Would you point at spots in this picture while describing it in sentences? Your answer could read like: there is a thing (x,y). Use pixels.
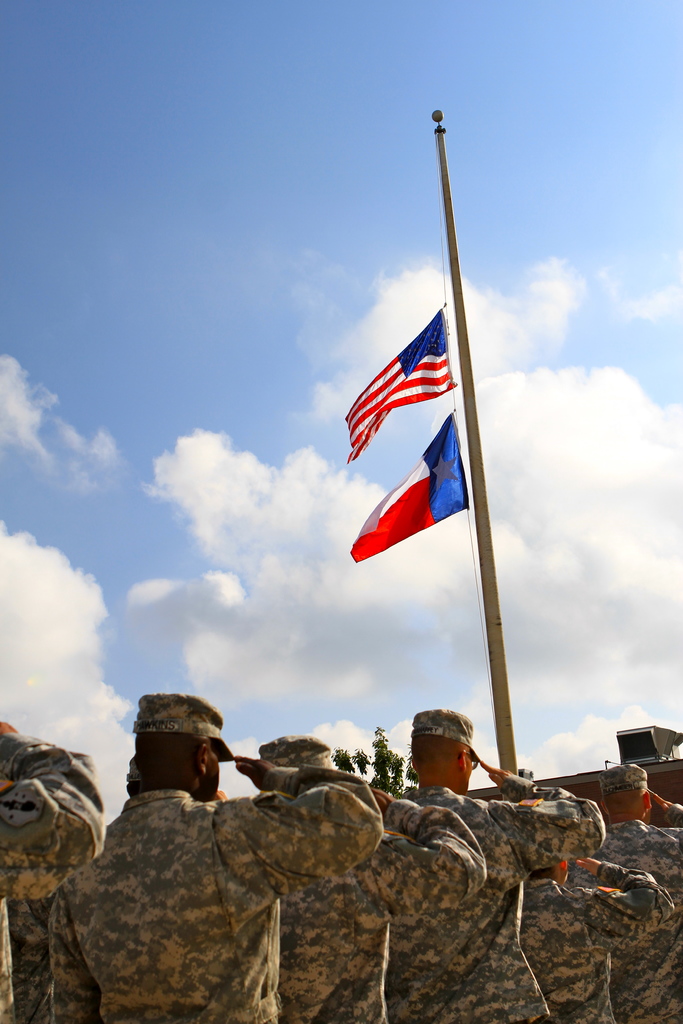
In this image I can see at the bottom (153,1006) a group of men (443,864) are in army dress (365,841) are saluting to the flags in the middle (365,525). At the top (305,271) there is the cloudy sky (285,525).
